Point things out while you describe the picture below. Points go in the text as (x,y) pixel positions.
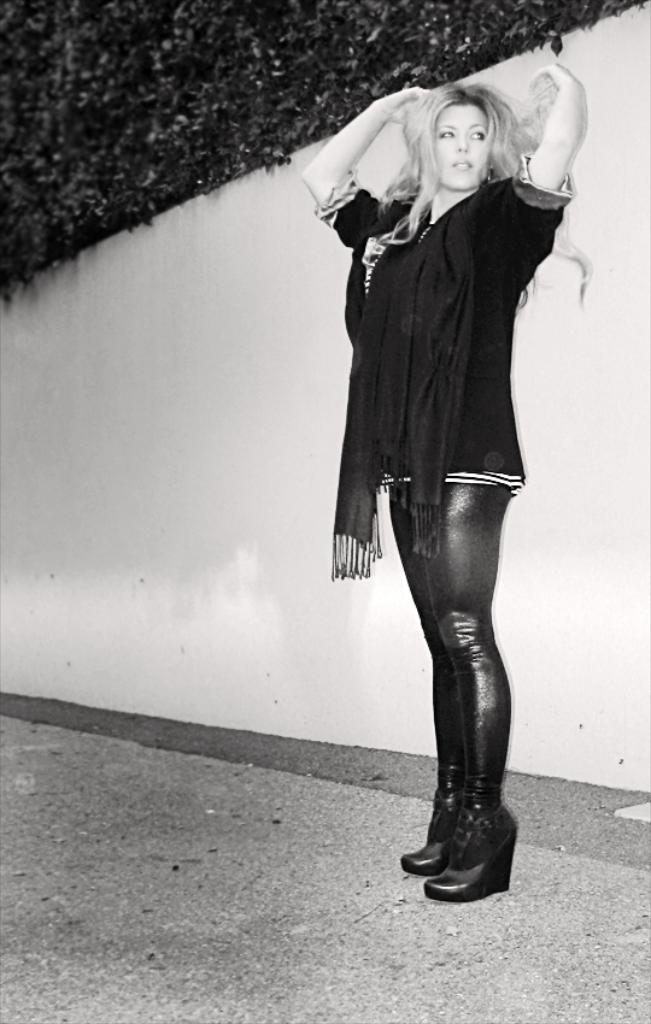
This is a black and white image. Here I can see a woman (476,432) wearing a black color dress (480,263), standing on the floor (515,954) and looking at the right side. At the back of her there is a wall (585,546). On the top of the image (226,100) I can see the leaves (165,76) of a tree (220,83).
